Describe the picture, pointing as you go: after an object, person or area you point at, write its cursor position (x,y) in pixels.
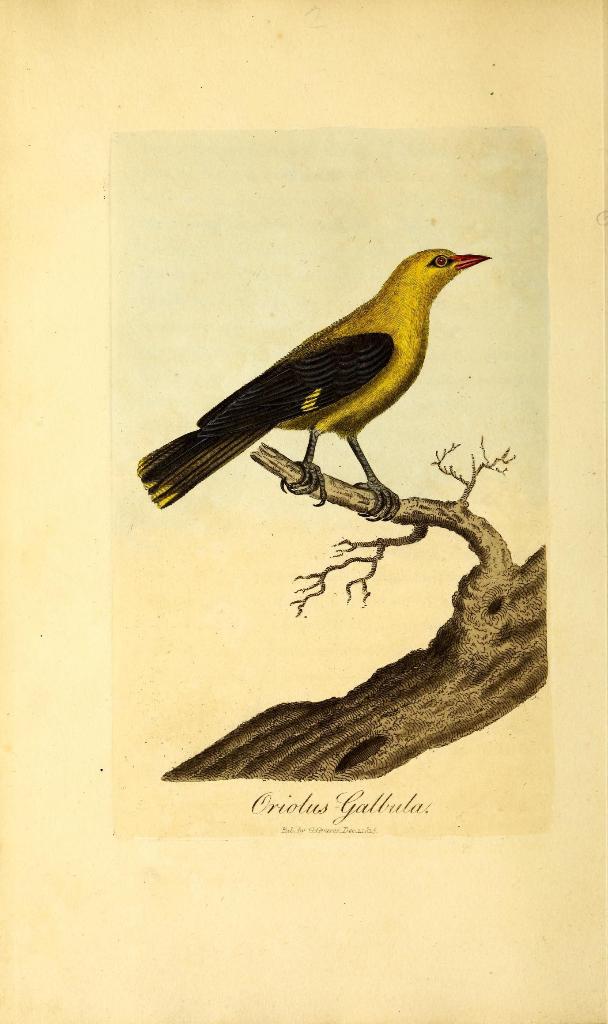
In this picture I can observe a sketch of a bird (344,374) on the branch (365,590) of a tree (290,475). The bird (377,333) is in yellow and black color. There is some text (387,808) below the tree (439,675). The background (92,840) is in cream color.
